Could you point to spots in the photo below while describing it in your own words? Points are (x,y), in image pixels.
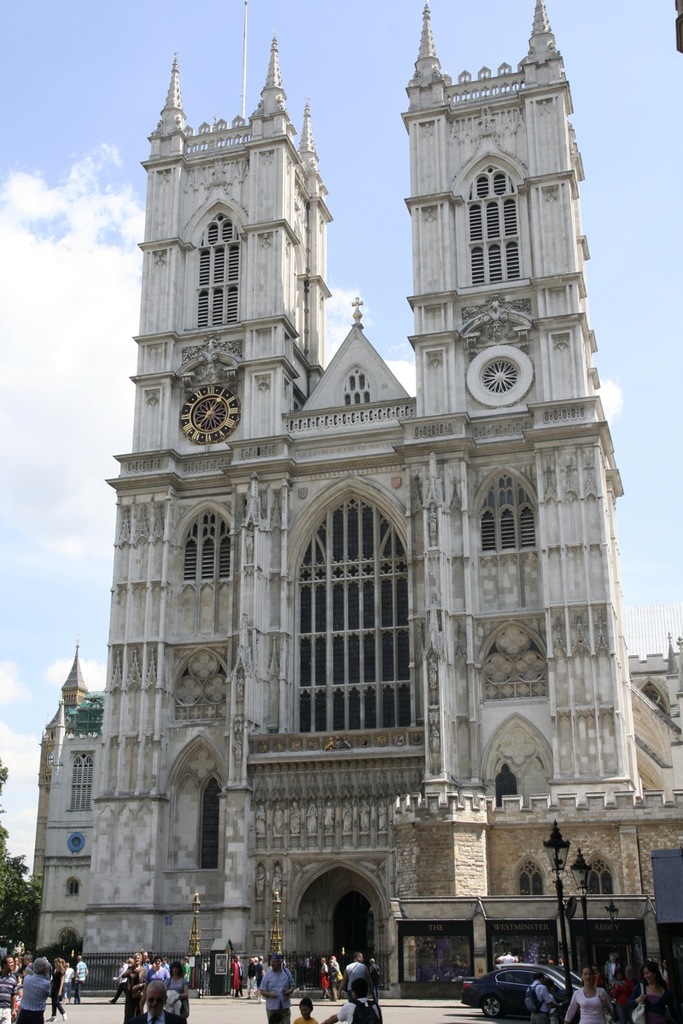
At the bottom of the image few people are standing and walking. Behind them there are some vehicles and poles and trees (11,927). In the middle of the image (412,344) there is a building (365,433). Behind the building (412,437) there are some clouds (17,494) and sky (347,35).
